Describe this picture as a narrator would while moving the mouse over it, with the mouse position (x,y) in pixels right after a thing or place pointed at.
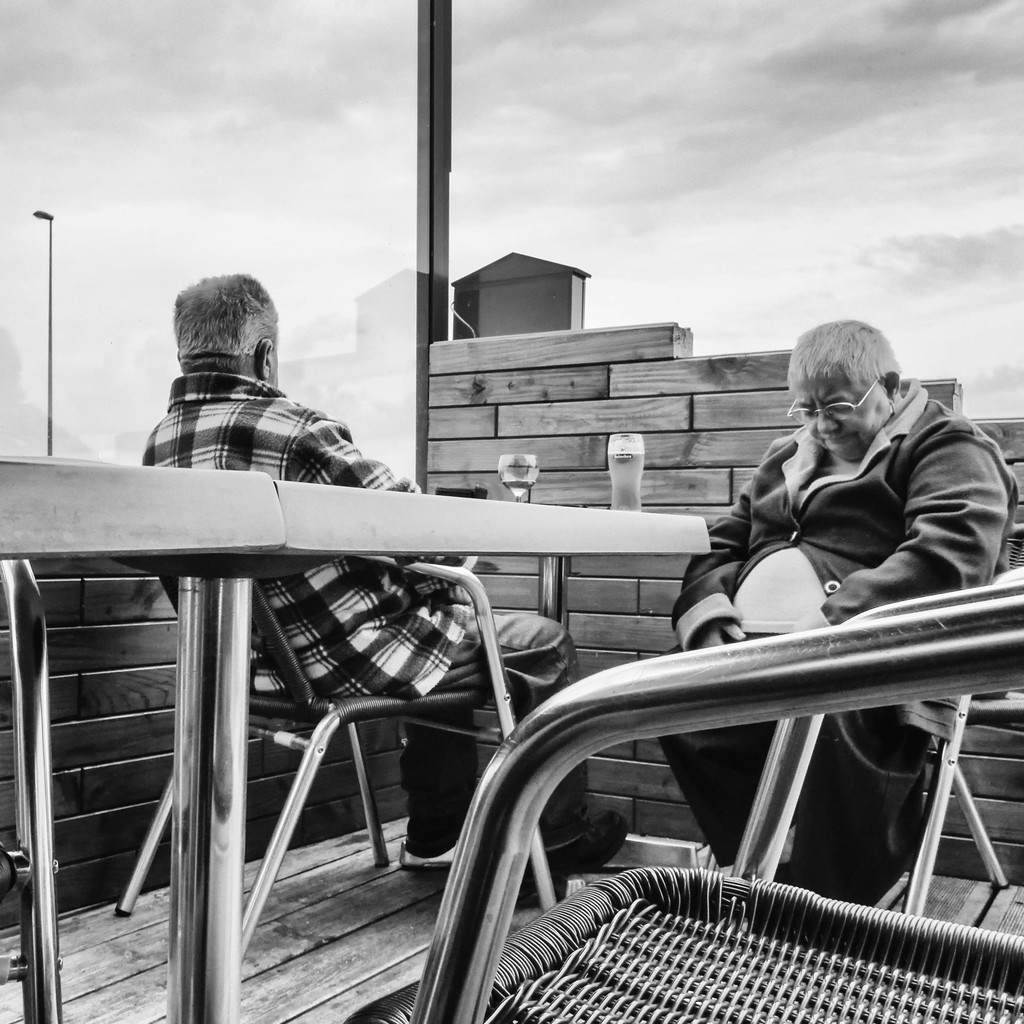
In this image we can see two persons (832,551) sitting on chairs (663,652), in front of them there is a table (443,532), on top of the table (580,524) there are two glasses (513,489) with drinks (631,480) in it, in the background of the image (42,212) there is a lamp post (49,370).
